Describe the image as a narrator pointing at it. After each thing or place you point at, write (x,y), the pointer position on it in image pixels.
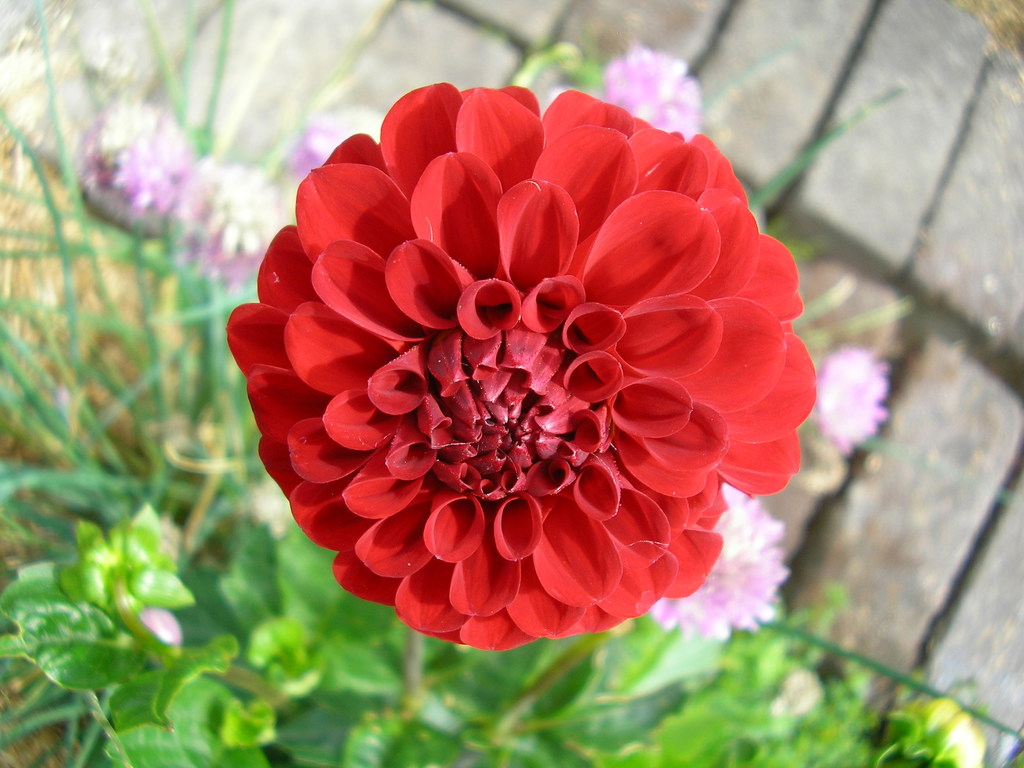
In the image there is a red flower (509,357) to the plant (416,678) and around that flower (264,379) there are some other flowers (226,185), the background of the flowers (561,97) is blur.
